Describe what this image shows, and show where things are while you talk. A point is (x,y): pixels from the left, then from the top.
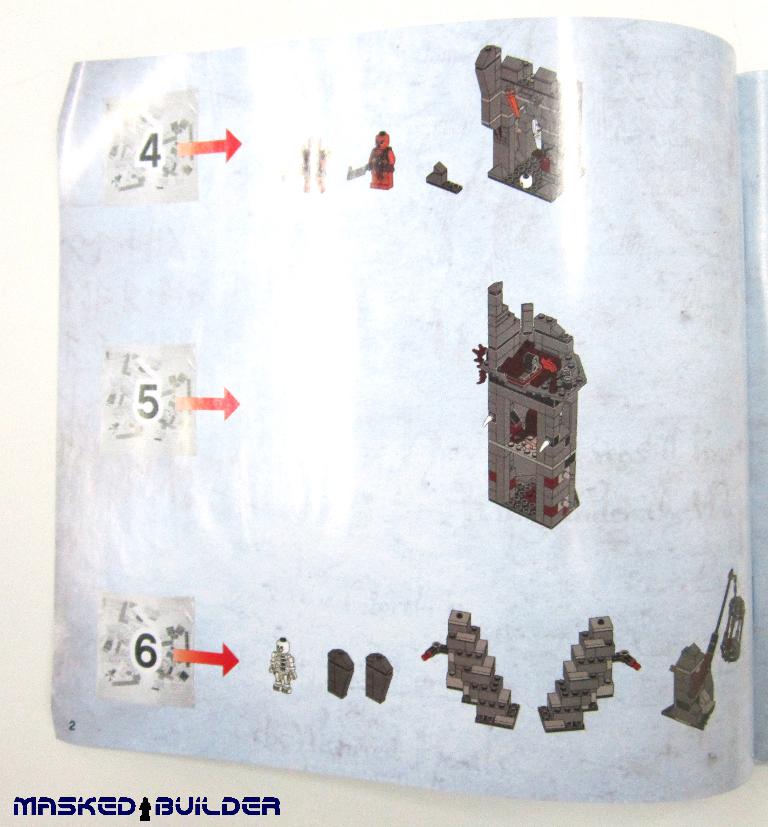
In this picture we can see a book (98,678) on the surface (46,113) with images (548,381), arrow signs (183,661) and numbers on it.
